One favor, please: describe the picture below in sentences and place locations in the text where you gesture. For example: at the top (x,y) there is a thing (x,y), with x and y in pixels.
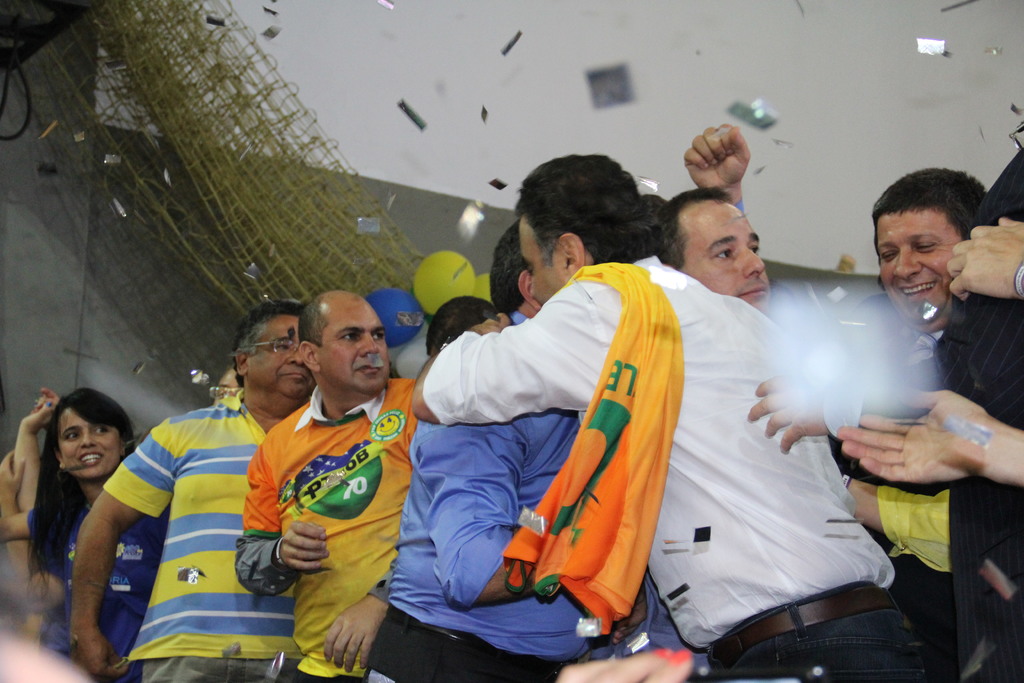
In this image I can see the group of people (408,495) wearing the different color dresses (408,469). In the back (290,275) I can see colorful balloons (406,365), net (259,290) and the wall (416,164).
